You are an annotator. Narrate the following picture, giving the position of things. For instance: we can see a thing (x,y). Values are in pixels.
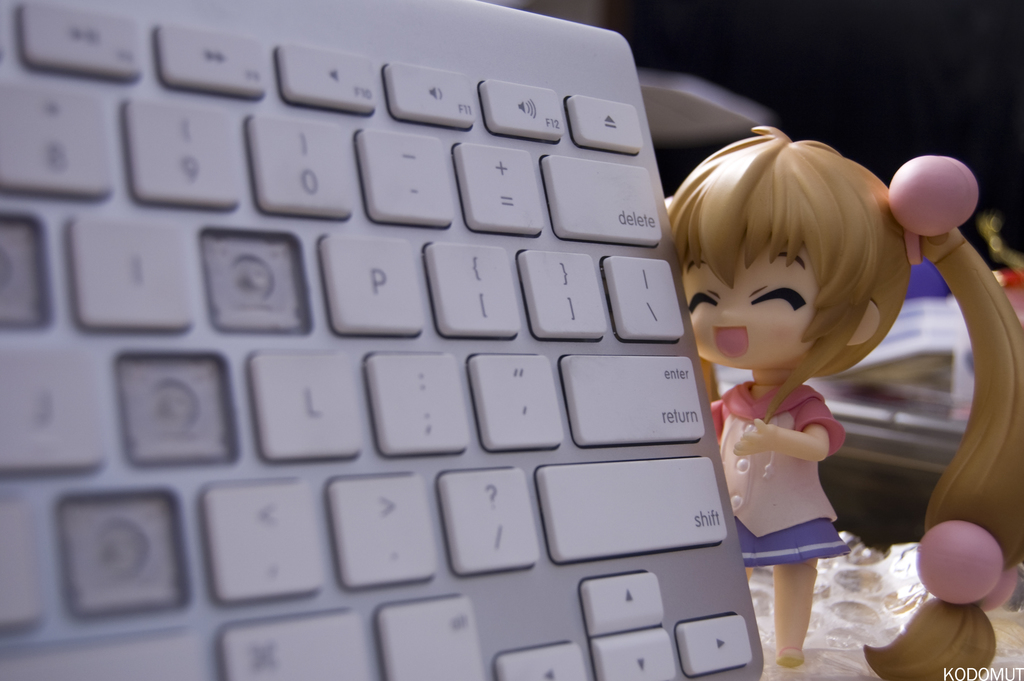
In the picture we can see a part of the keyboard (698,668) with white color buttons (486,563) and beside it, we can see a girl doll (743,446) and behind it we can see some things (931,303) are placed.
